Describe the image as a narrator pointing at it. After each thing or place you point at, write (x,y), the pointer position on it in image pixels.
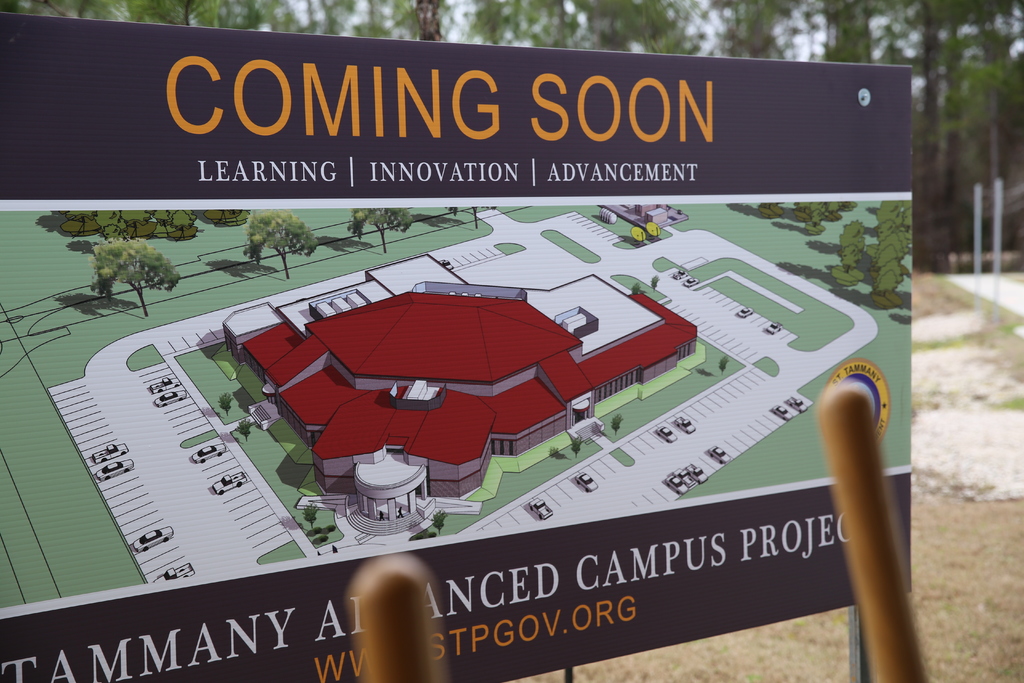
In this image I can see a board (563,512) attached to the pole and on the board (493,327) I can see a building (492,327) which is red and white in color. I can see the ground (23,371) and few trees (852,282). In the background (966,572) I can see the ground (956,521), few trees (939,179) and the sky (714,28).
